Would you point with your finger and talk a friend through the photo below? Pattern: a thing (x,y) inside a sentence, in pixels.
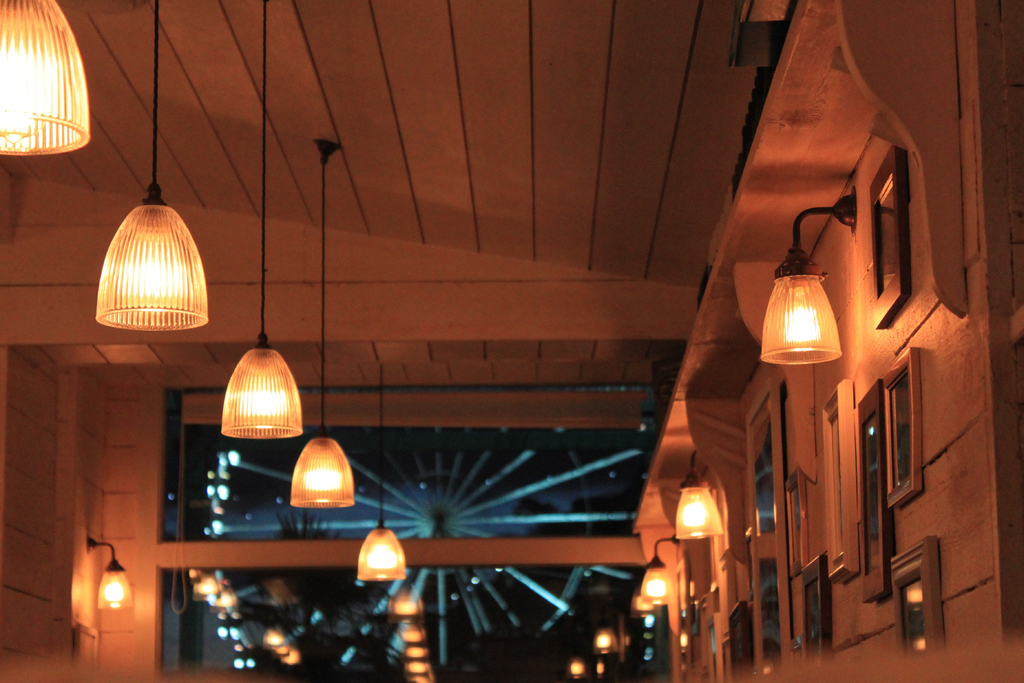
In this picture we can see frames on the wall (807,415), lights (205,592) and in the background (629,511) we can see a giant wheel (218,618).
